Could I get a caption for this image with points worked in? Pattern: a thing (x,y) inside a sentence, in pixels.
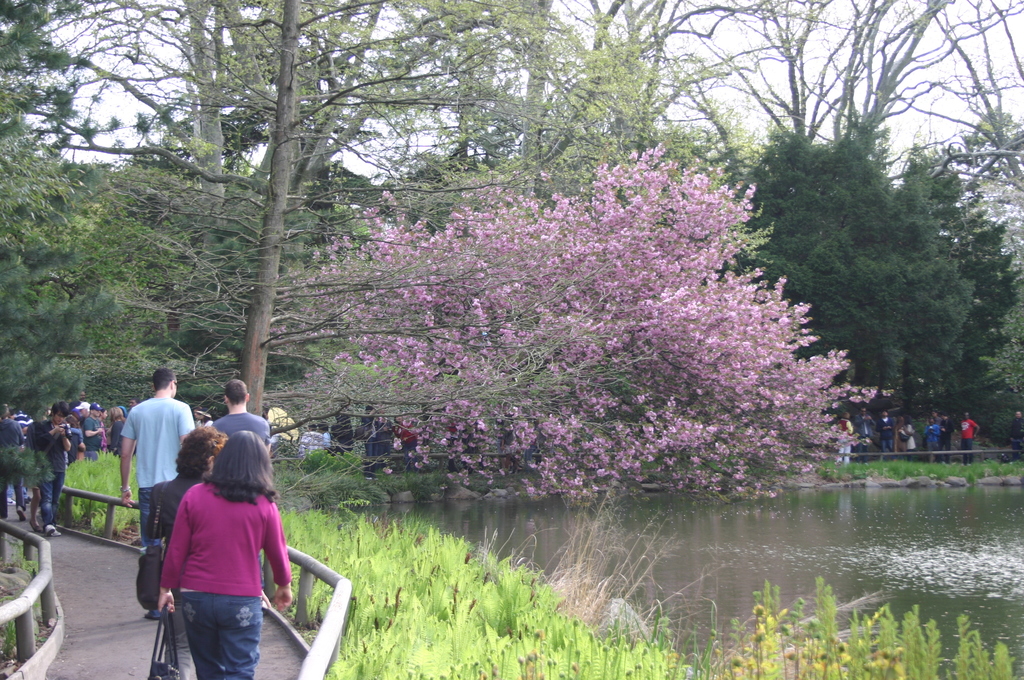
There are people (153,517), grass (379,605) and a fence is present at the bottom of this image (225,548). We can see trees (249,319) in the middle of this image (503,373). There is a surface of water (765,553) and people (891,418) present on the right side of this image (870,527) and the sky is in the background (683,100).
